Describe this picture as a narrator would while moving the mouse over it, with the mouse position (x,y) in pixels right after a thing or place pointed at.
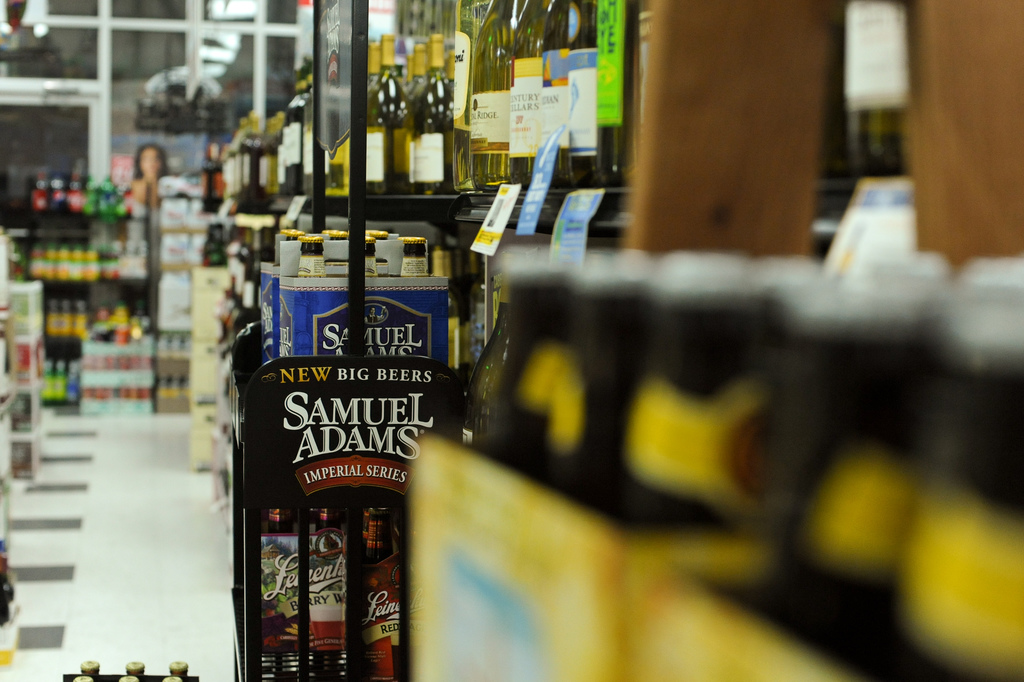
In this picture we can see the inside view of a store (541,411). Here we can see some bottles (470,124) in the rack (449,197). And this is the floor (98,586).
